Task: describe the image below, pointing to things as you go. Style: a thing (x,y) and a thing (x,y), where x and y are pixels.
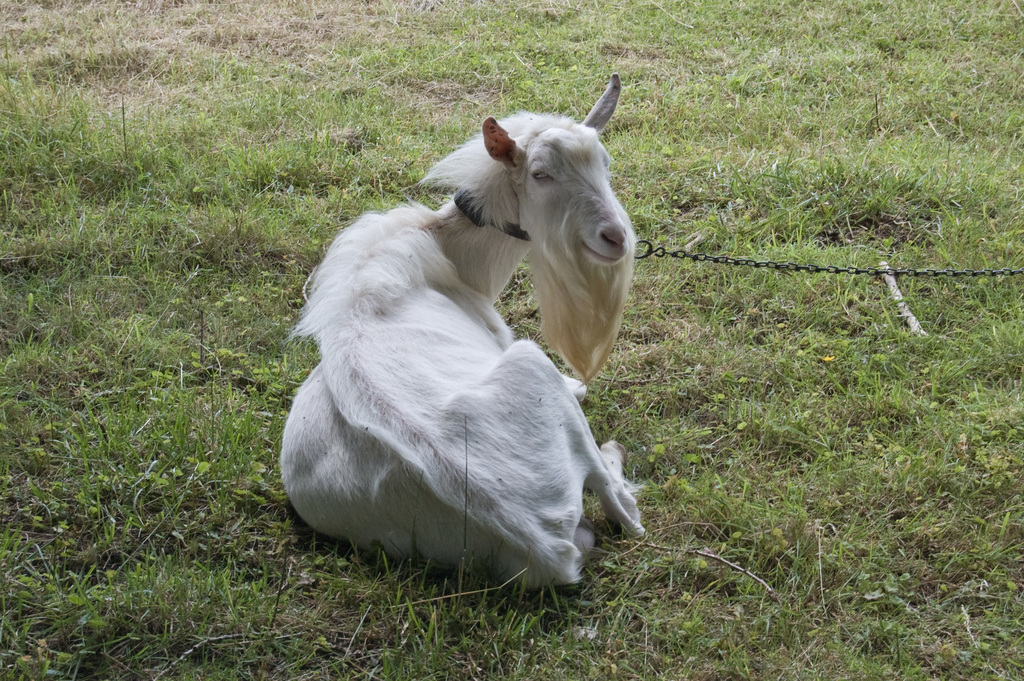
This picture is clicked outside. In the center (516,375) there is a goat (492,304) sitting on the grass (724,541) and we can see a metal chain (808,268) tied to the neck (481,250) of a goat (413,251).
